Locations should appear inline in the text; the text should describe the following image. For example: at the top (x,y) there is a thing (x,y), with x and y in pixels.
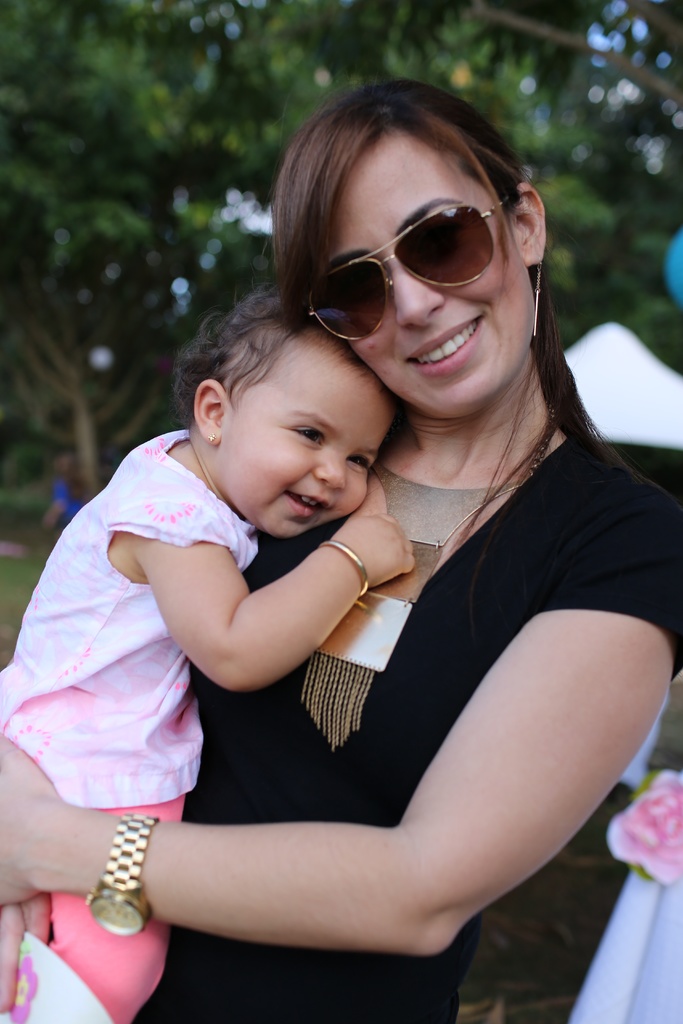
As we can see in the image in the front (364,575) there is a woman (471,619) and child (218,497). The woman (450,421) is wearing black color dress (490,586) and the child (94,983) is wearing pink color dress (94,983). In the background (186,228) there are trees (419,50).
